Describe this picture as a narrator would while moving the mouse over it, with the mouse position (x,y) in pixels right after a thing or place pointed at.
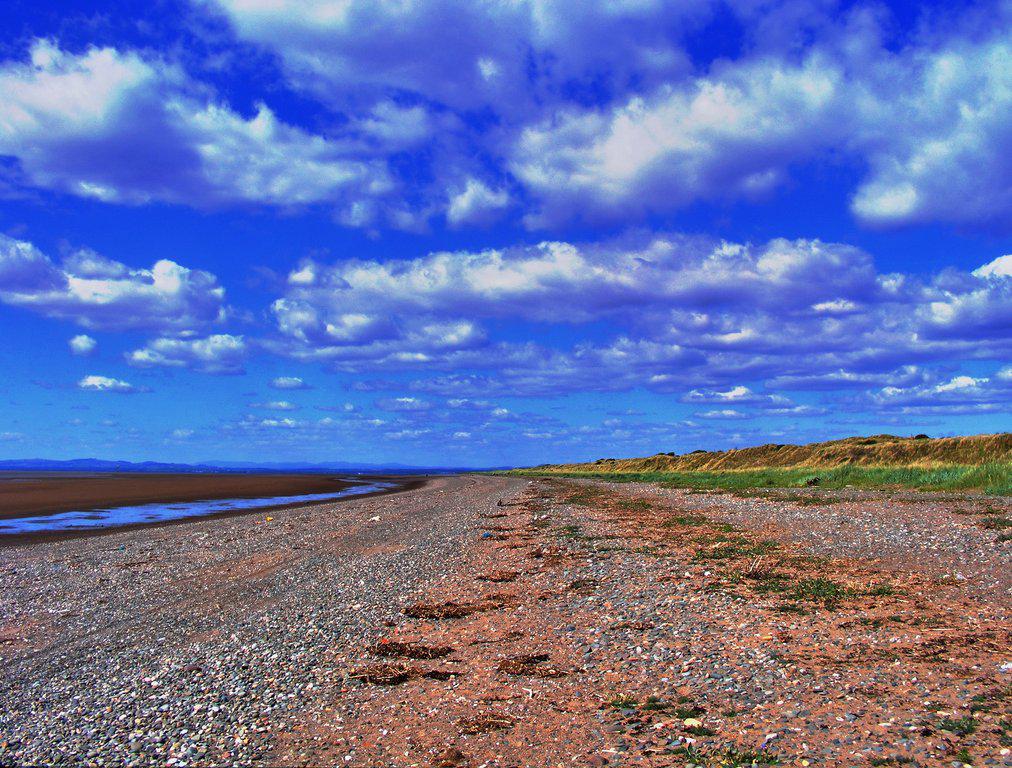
In the image we can see there is a ground (559,576) which is covered with sand (450,594) and stones (777,502). There is water (167,518) on the land (200,532) and behind there are small hills (1000,459). There is a cloudy sky (548,185) on the top (589,226).
